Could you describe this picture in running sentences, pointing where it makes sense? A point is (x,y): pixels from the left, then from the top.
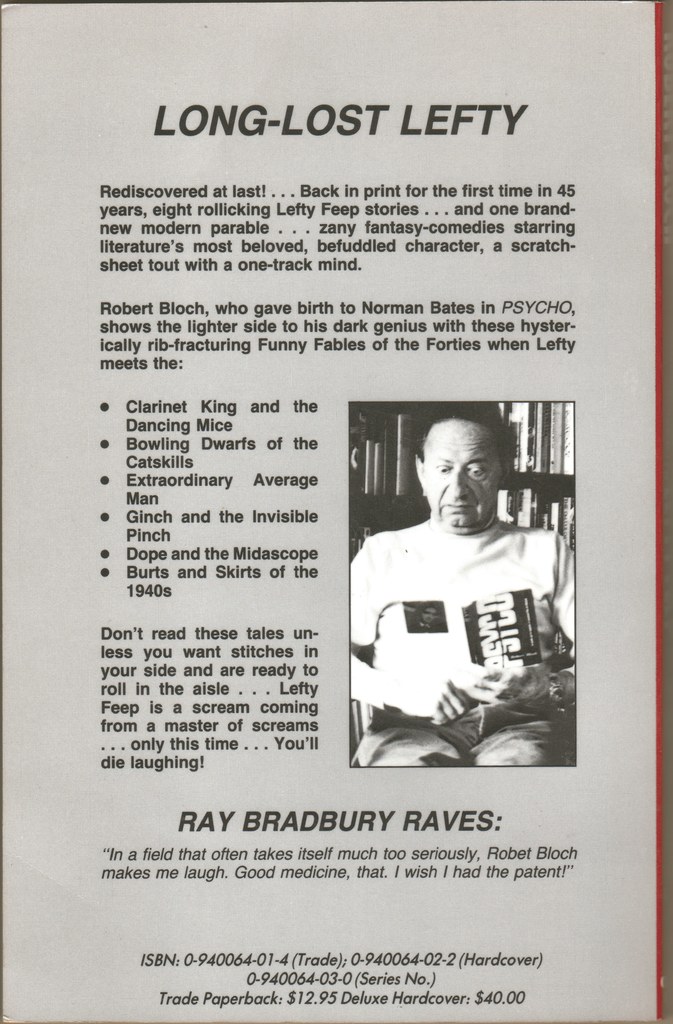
This picture consists of some written matter (203,307). There is a photo (383,605) of a man (504,565) in this. This looks like a paper (399,486).
